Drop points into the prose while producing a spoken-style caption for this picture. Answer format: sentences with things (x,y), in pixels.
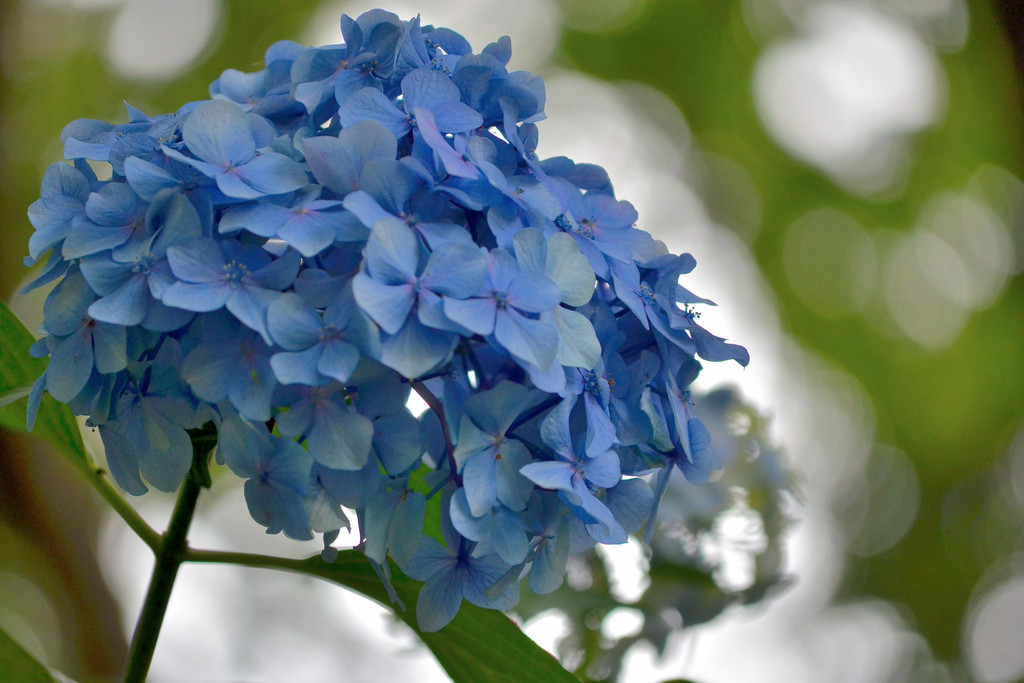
Here we can see violet color flowers (248,408) to a plant (364,138). In the background (617,150) the image is blur.
